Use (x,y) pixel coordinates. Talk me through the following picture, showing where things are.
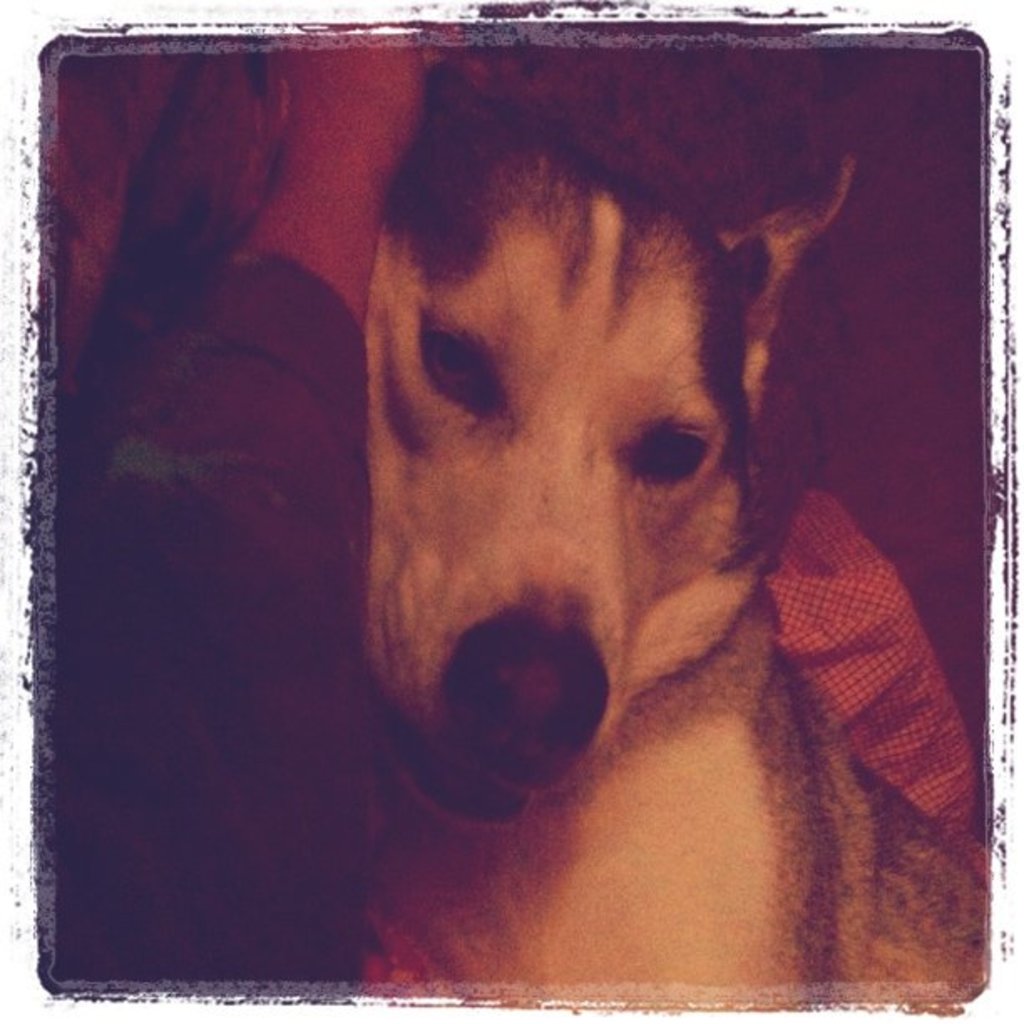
As we can see in the image there is a dog (626,544) and the image is little dark.
